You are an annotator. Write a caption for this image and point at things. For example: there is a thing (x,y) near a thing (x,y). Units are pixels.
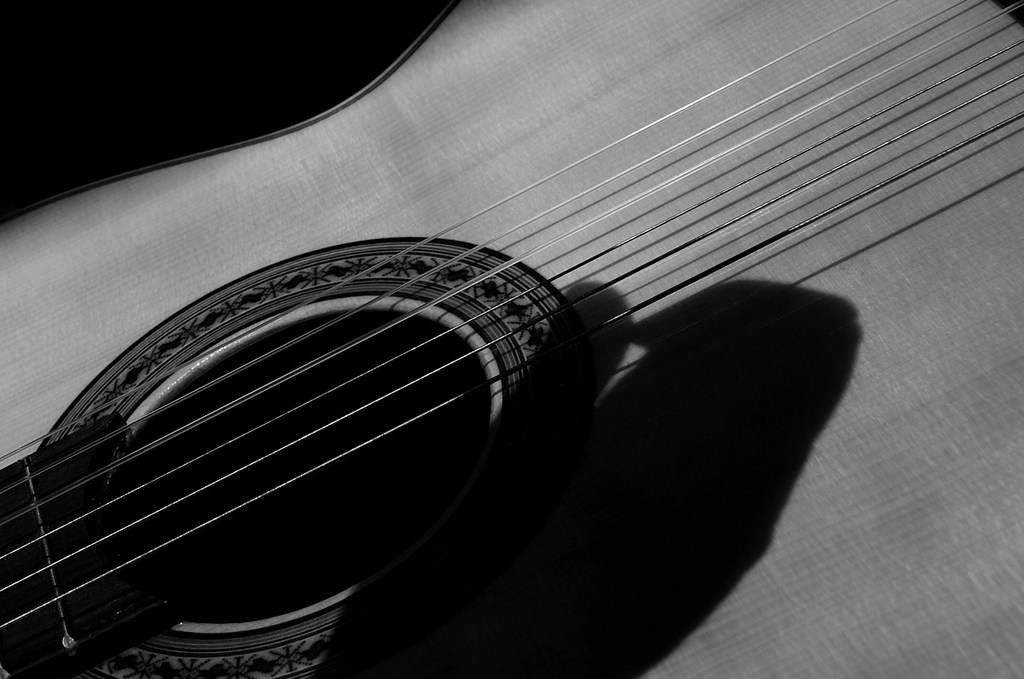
In this image I can see a guitar (482,199) and its string (268,351).
